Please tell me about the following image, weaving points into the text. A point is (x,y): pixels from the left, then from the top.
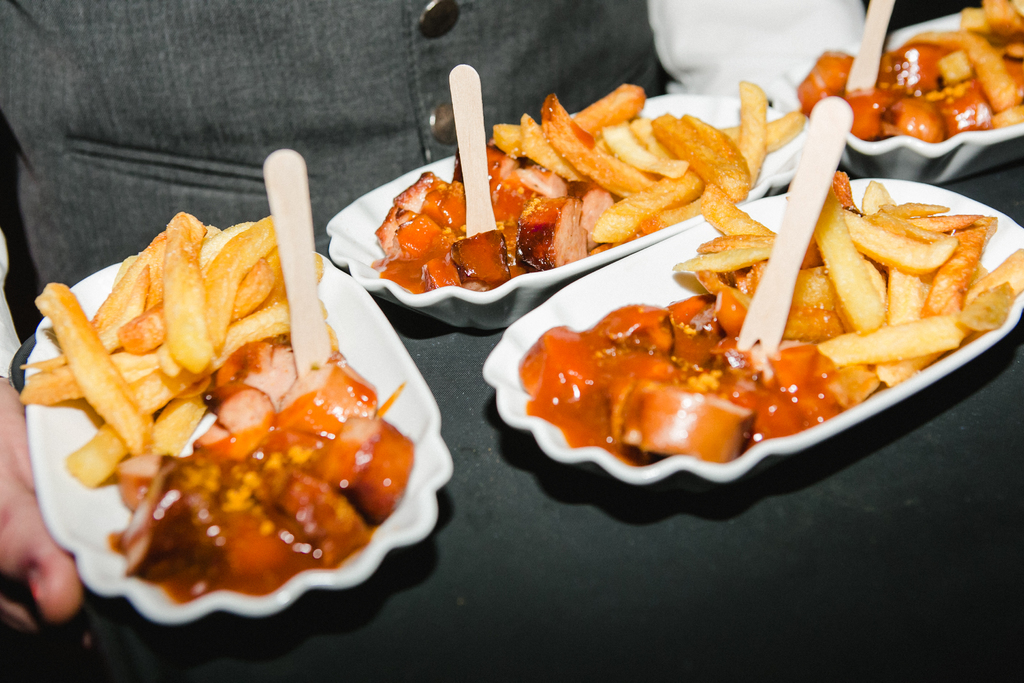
In this image we can see a person (312,74) holding a serving tray (476,355) which consists of serving plates (687,275) with food (352,446) and Popsicle sticks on them.
